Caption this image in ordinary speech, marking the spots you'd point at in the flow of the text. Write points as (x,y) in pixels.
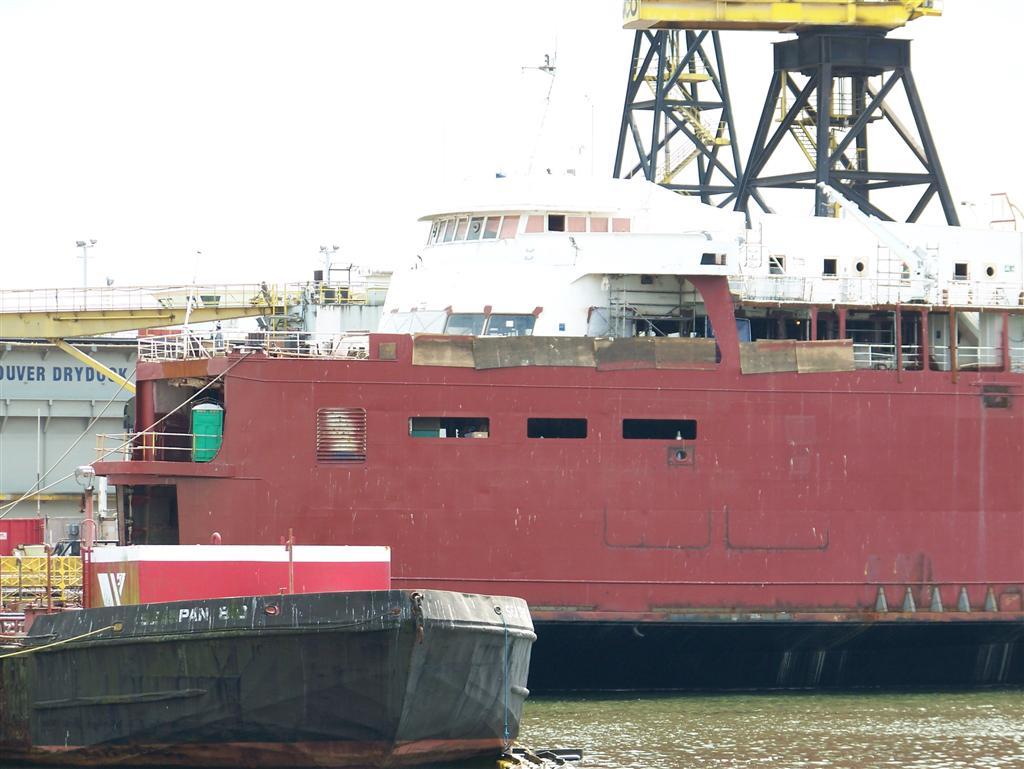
In the picture I can see a ship (622,470) and a boat (265,637) on the water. On the ship (324,504) I can see some objects (498,328). In the background (22,311) I can see fence (128,288), pole lights (86,272) and some other objects (96,381).
